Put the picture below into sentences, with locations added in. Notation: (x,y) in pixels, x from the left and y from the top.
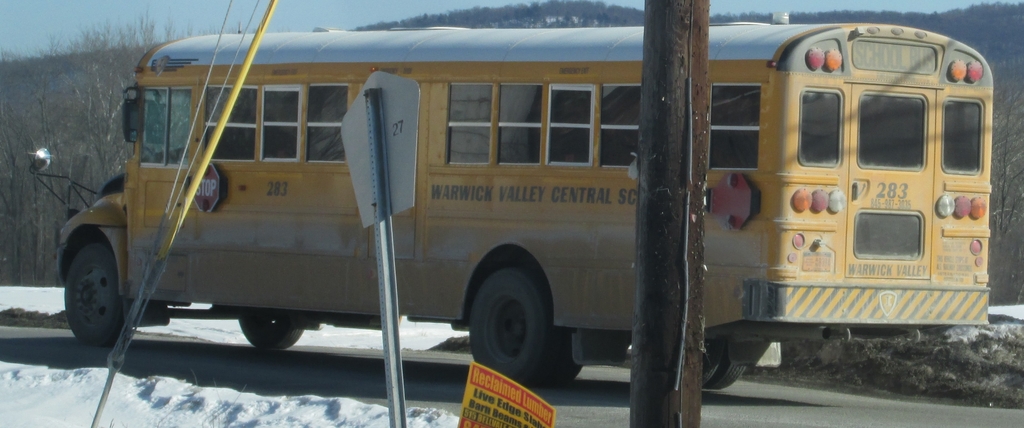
In this image in the center (445,250) there is one bus (611,182), and in the foreground (390,125) there are poles (381,138), boards (406,143) and some wire (99,405). At the bottom (247,381) there is a walkway (365,354) and snow (228,324), and in the background (538,27) there are some trees (597,4). At the top (28,29) there is sky (182,28).
